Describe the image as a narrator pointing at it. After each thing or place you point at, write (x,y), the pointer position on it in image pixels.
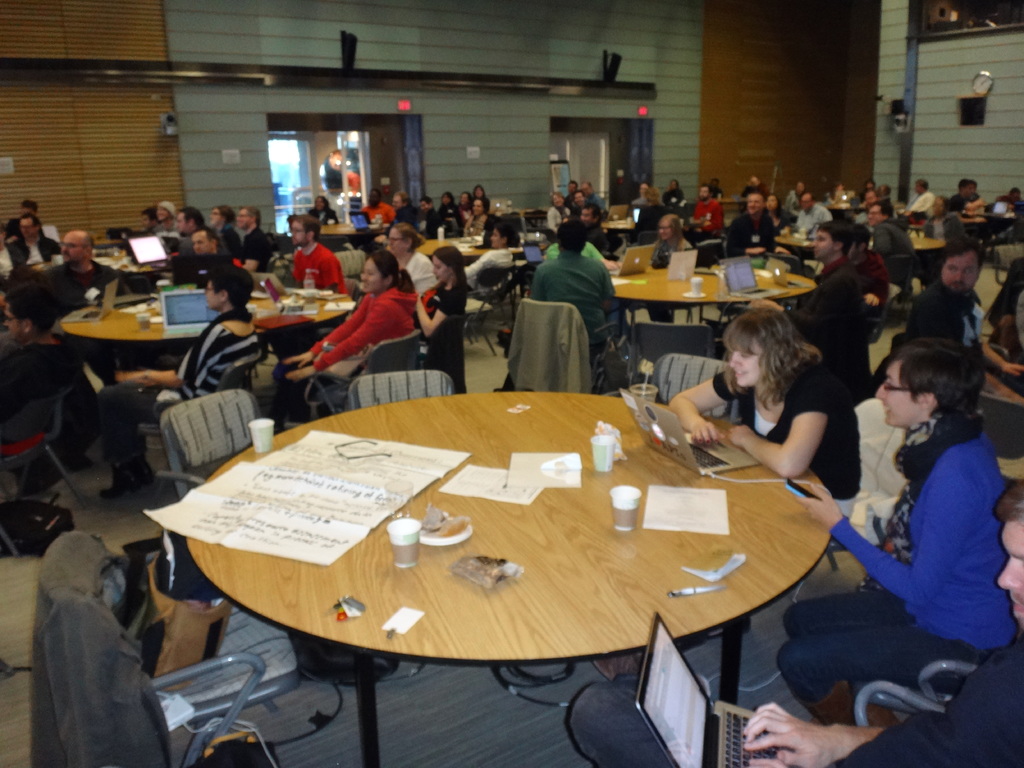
In this image there are group of persons (825,464) who are sitting around the tables (408,435).
